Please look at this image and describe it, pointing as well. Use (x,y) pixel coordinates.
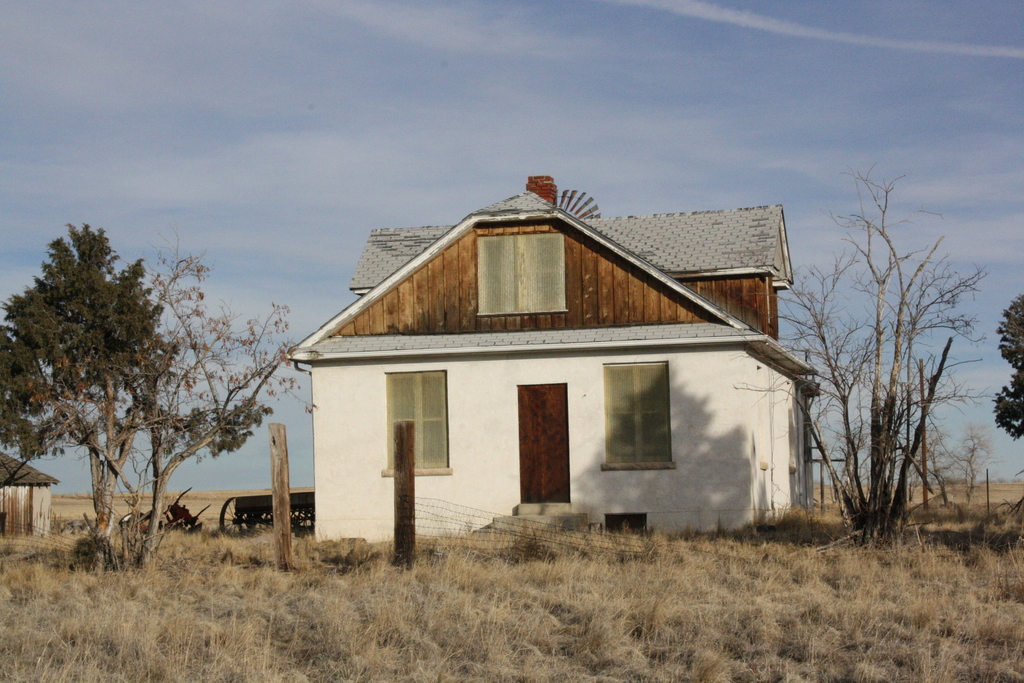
In this image there is a house (567,385) in the middle (507,353). Around the house (433,493) there is a fence (398,477). At the bottom (387,605) there is grass (486,604). On the left side (109,405) there is a tree (160,422). At the top (330,94) there is the sky (330,98). In the background (175,511) there are two vehicles (255,507). On the right side (1016,404) there are trees (909,434) beside the house (615,378).
